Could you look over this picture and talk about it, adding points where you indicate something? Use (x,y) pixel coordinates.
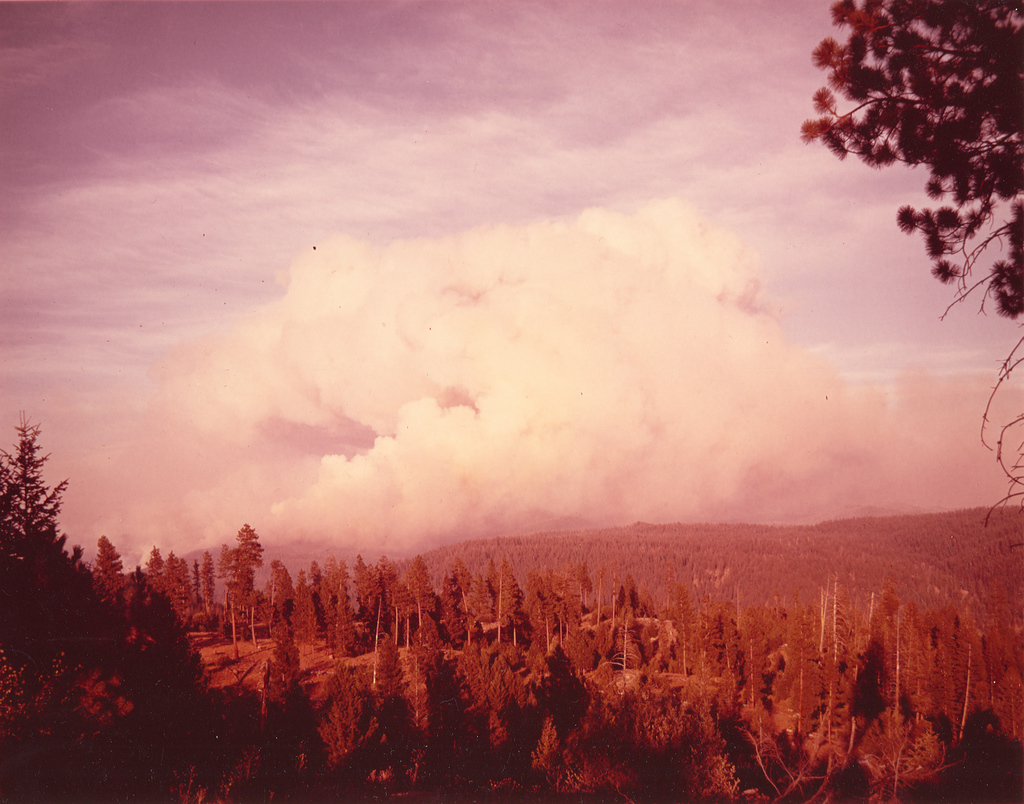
In this image we can see some trees (376,619), fog (727,389) and other objects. At the top of the image (430,117) there is the sky (269,77). On the right side (963,227) top of the image (927,151) it looks like a tree (873,158).
